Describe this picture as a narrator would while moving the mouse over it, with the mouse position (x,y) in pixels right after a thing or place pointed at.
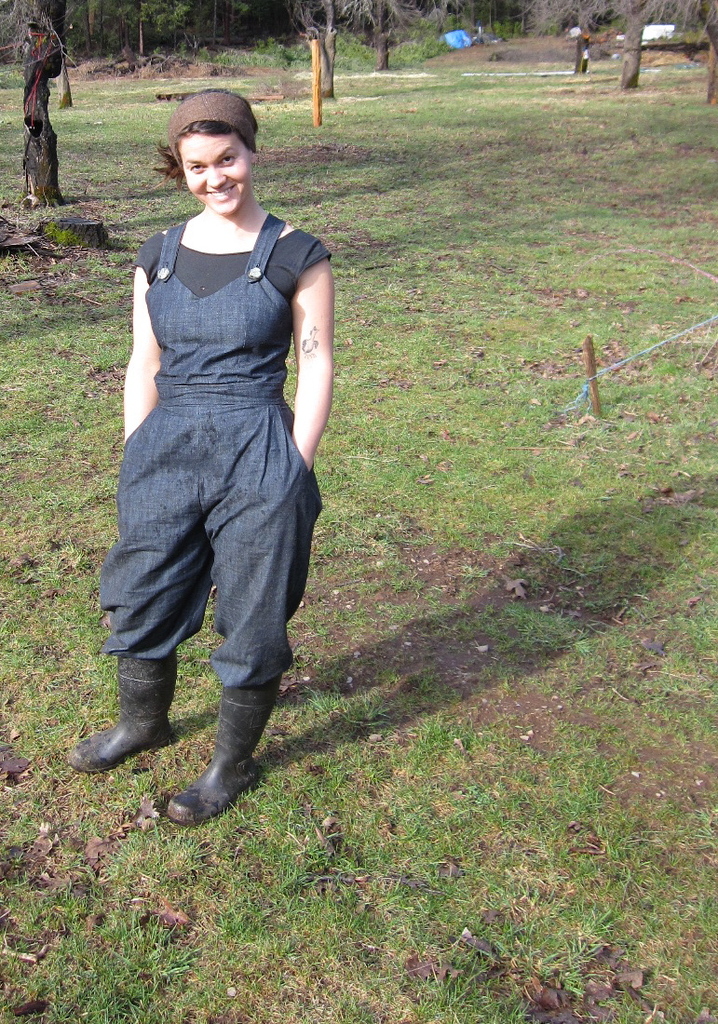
This is the woman (247,398) standing and smiling. She wore a headband (200,119), jumpsuit (206,479), T-shirt (322,249) and shoes (220,718). This is the grass (471,705). I can see the tree trunks (332,67). In the background (124,25), I can see the trees (207,15).
